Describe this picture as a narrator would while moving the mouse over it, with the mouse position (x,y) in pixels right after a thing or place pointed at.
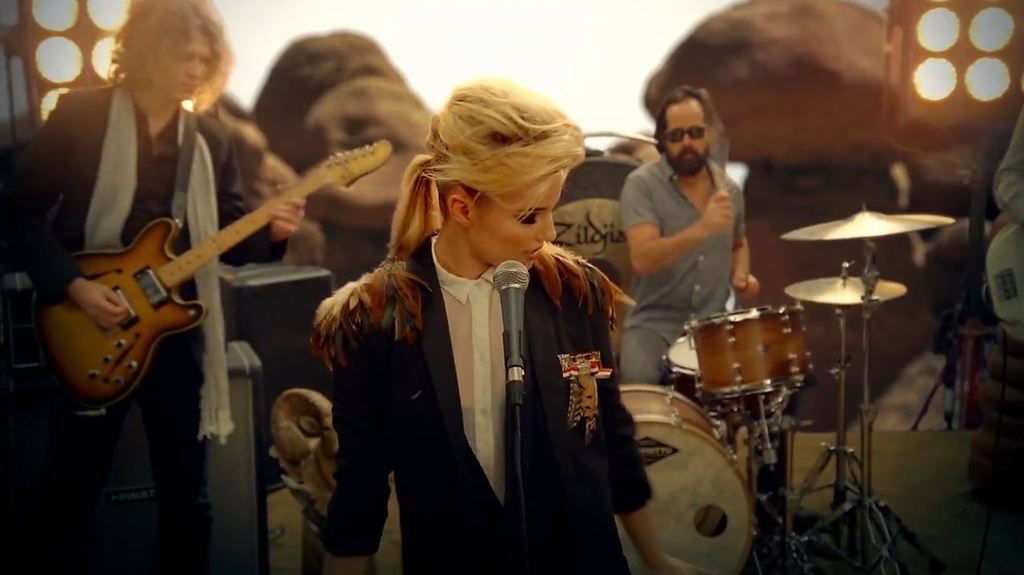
In this picture there are three people (185,173) playing musical instruments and a lady (589,373) in the center (599,336) is singing in a mic (514,320). In the background (106,25) we observe few lights (65,0) and rocks (658,76).
